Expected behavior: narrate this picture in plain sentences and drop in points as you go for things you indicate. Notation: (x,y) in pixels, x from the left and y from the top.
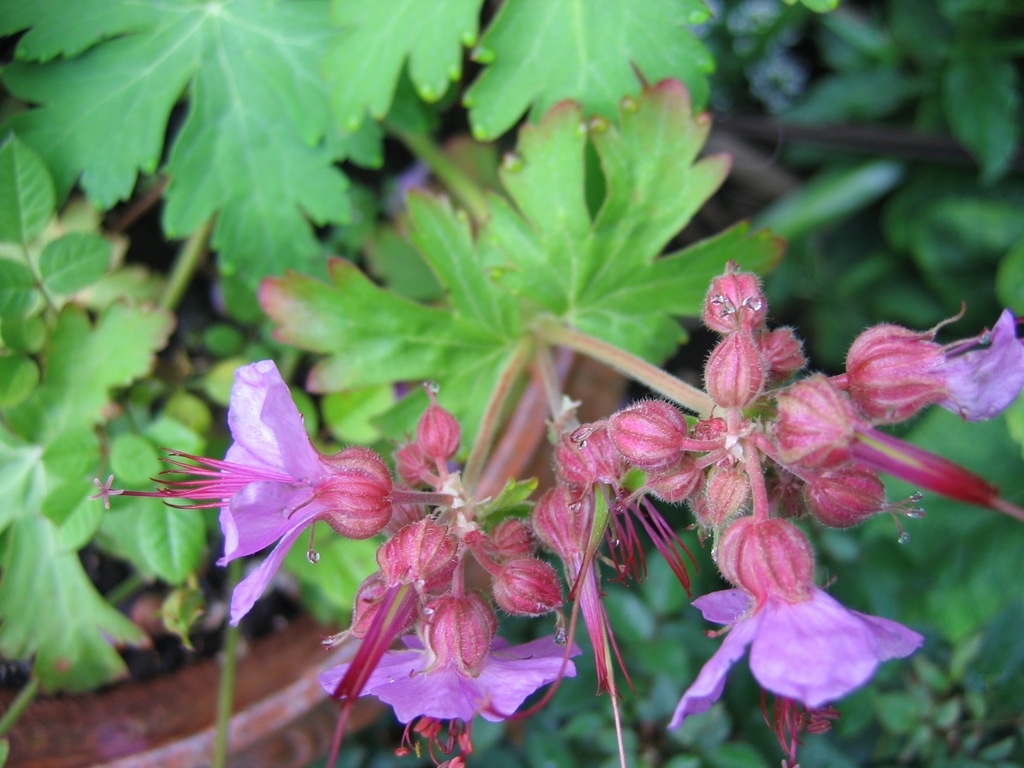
In the middle of the image (443,460) there are some plants (735,341) and flowers (724,341).
